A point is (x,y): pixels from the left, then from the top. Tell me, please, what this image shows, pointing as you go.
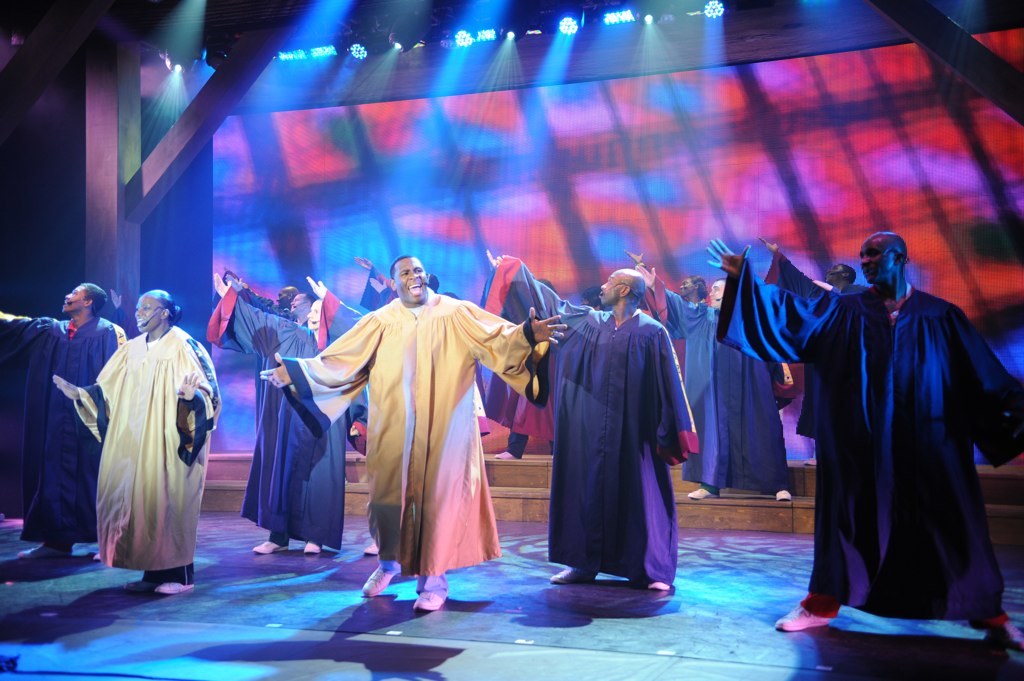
There is a group of persons (458,529) performing on the stage (538,640) as we can in the middle of this image (565,411). There is a screen wall (381,180) in the background (398,130). There are some lights (359,58) arranged at the top of this image (569,22).
